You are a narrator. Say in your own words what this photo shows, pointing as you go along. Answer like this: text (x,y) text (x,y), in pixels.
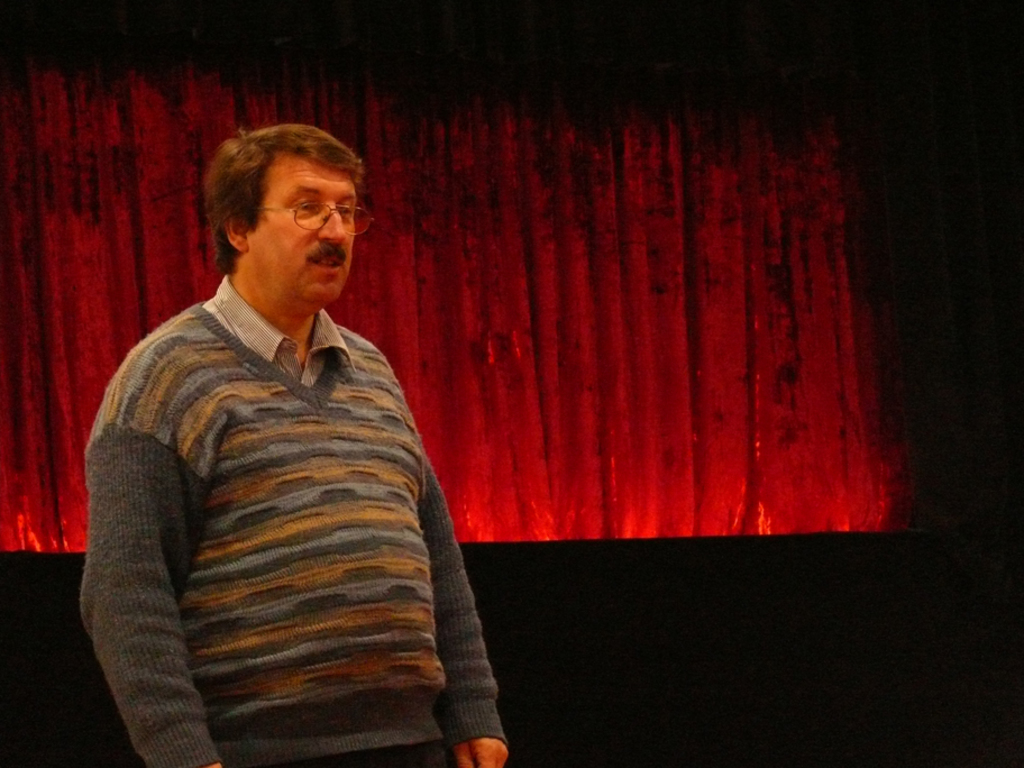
In this image there is a man (306,523) standing on the stage (25,597) behind him there is a red curtain (724,504).
